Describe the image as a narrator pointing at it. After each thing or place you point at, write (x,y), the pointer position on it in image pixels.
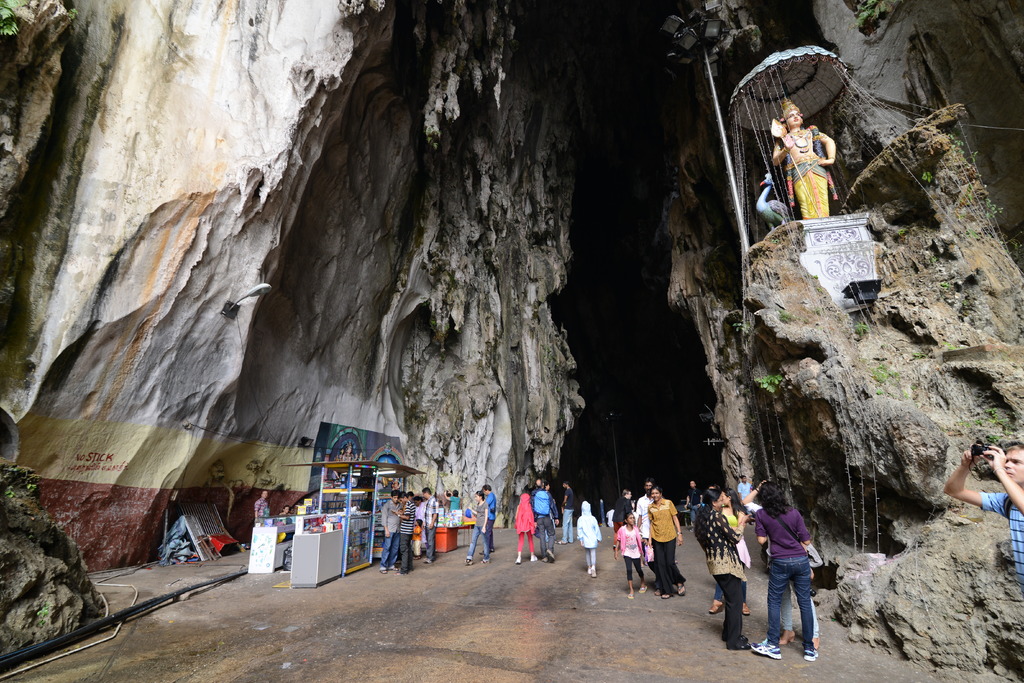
This image is taken outdoors. At the bottom of the image (460,620) there is a road (486,649). In the middle of the image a few people (722,525) are standing on the road (745,622) and a few are walking. On the right side of the image (981,506) a man (984,493) is clicking pictures with a camera (982,453). In the background (139,268) there is a big rock (857,366) and there is a cave (664,361) and there is a statue of a god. On the left side of the image (306,574) there are two stalls (317,501) with a few things (356,557).
